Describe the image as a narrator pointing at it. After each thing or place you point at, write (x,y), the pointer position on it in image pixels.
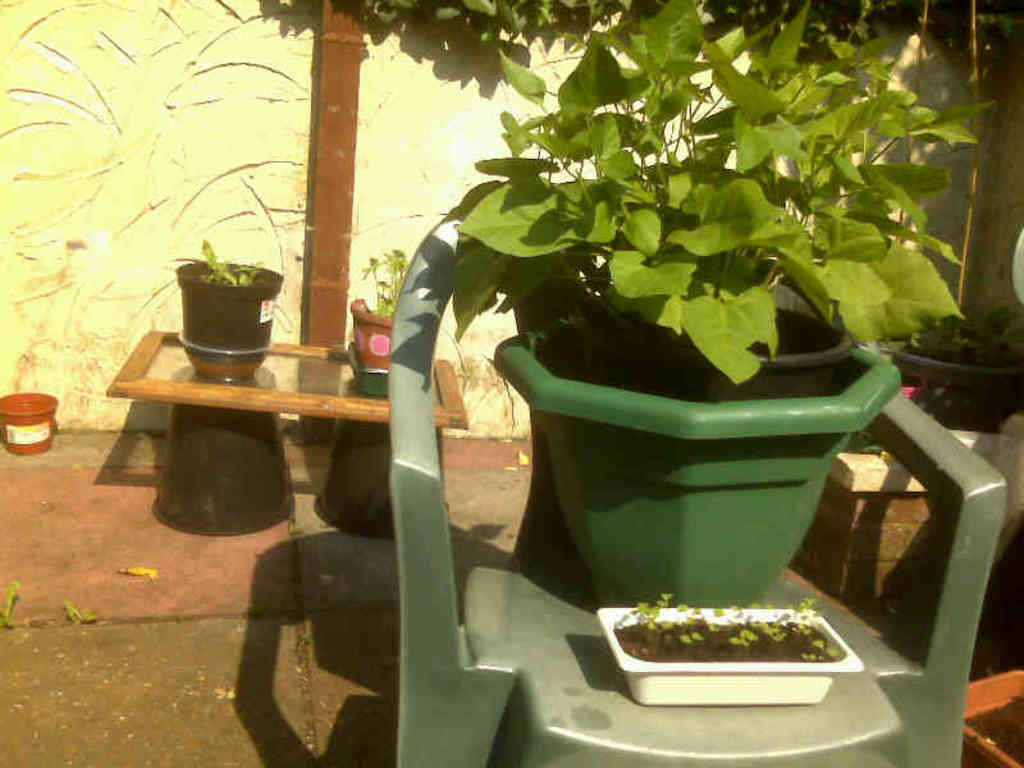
In this image, there is a chair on which flower pot (716,460) is kept. In the background (471,107), a wall (151,88) of yellow and white in color. This image is taken in a patio area (124,484) during day time.
